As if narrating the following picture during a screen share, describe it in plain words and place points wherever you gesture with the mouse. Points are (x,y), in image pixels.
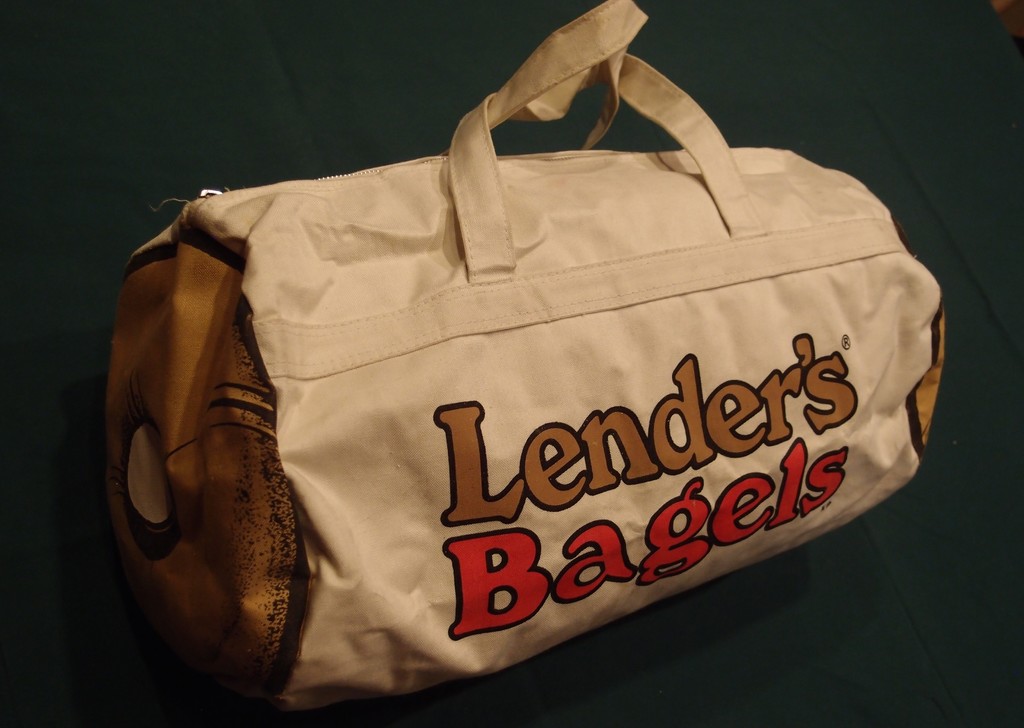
In this picture is a white color handbag (473,305). The background of the bag (373,454) is in green color. On the bag (517,354) it is written as lender's bagels.
